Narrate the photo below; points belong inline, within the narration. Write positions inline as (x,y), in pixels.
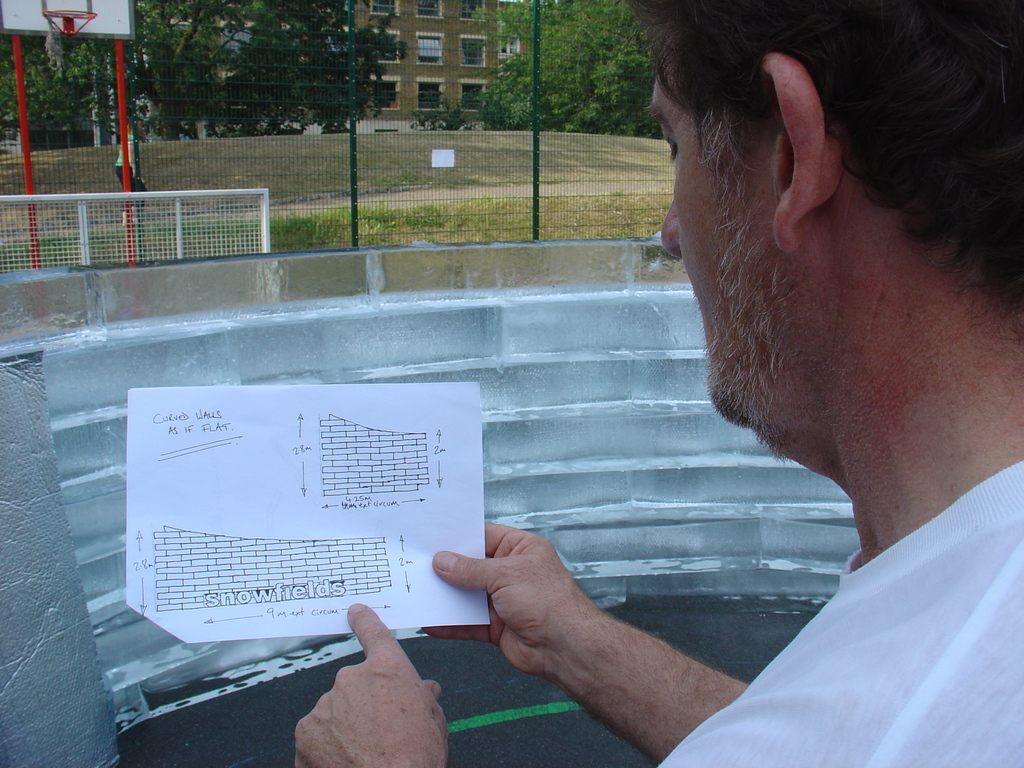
In this image I can see a person (928,199) holding a paper (330,529) in his hand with some text (281,591). I can see a basketball net (129,19). In the background (404,105) I can see a building (505,53) and few trees (314,100).
